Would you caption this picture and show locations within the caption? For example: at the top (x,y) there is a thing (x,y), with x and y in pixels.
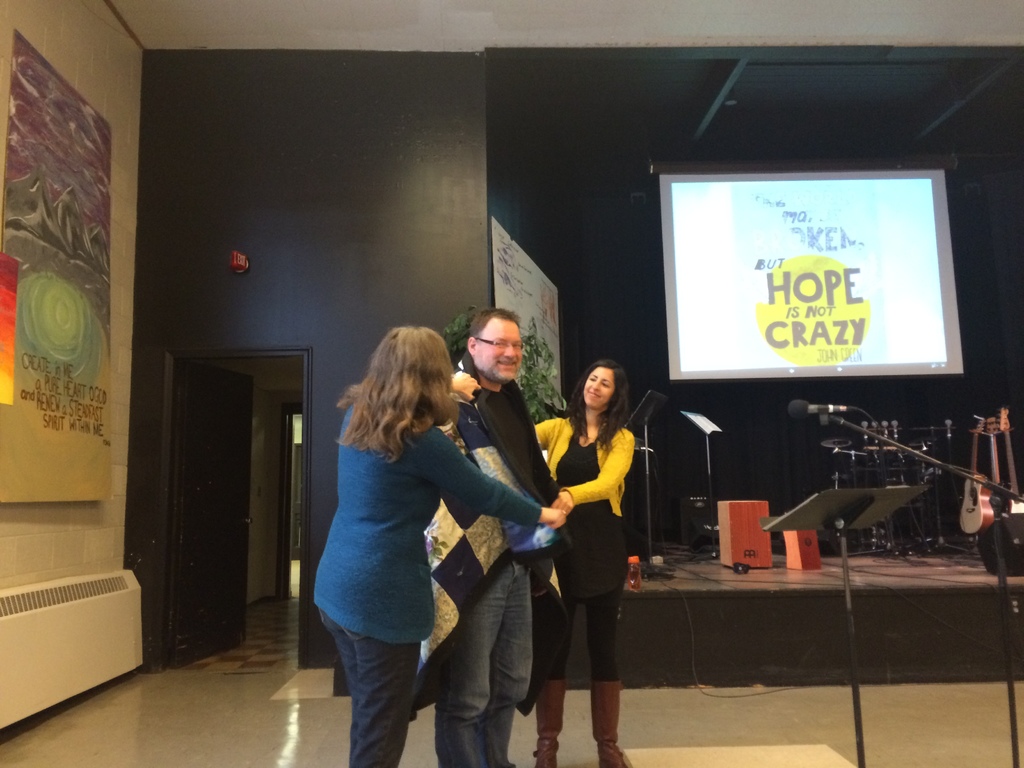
In this image, I can see three persons (568,566) standing on the floor (582,706). On the right side of the image (820,571), I can see a stage (782,582), music stands (707,450), speakers (703,520), musical instruments (791,564), a mike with a mike stand (1012,733), projector screen (742,375) and few other objects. On the left side of the image (51,460), I can see a board (99,268) attached to the wall (42,45) and a door (208,498).
